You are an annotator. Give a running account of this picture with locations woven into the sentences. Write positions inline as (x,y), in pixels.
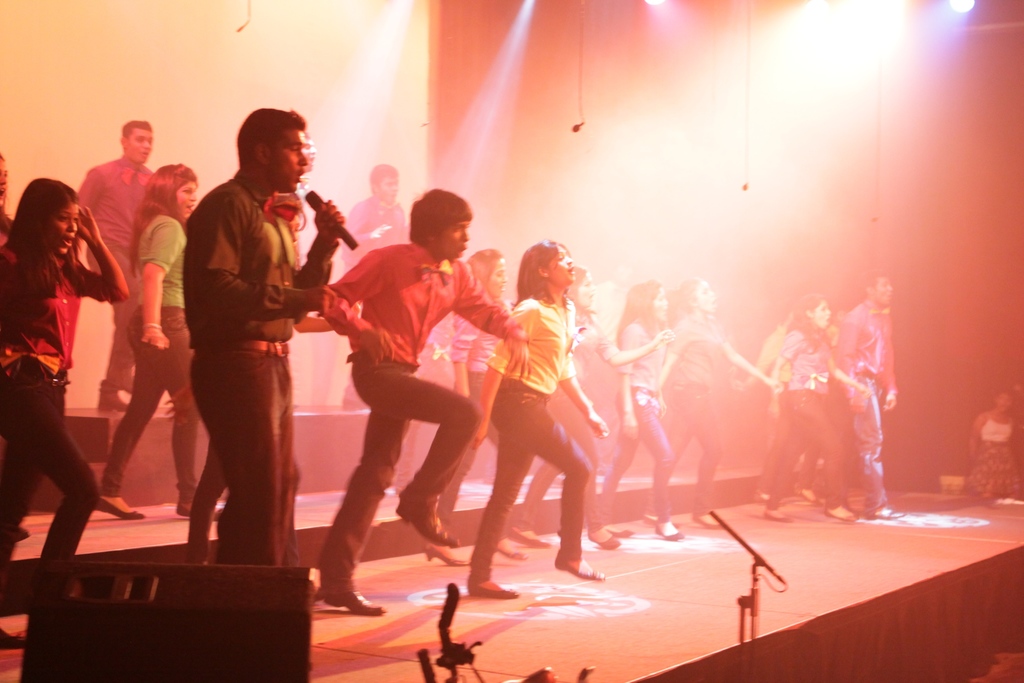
In this image we can see group of persons (534,486) dancing on the floor (156,532). At the bottom of the image (167,641) we can see speaker (185,631) and mic stand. In the background (662,220) there are lights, screen (334,91) and wall (532,160).
